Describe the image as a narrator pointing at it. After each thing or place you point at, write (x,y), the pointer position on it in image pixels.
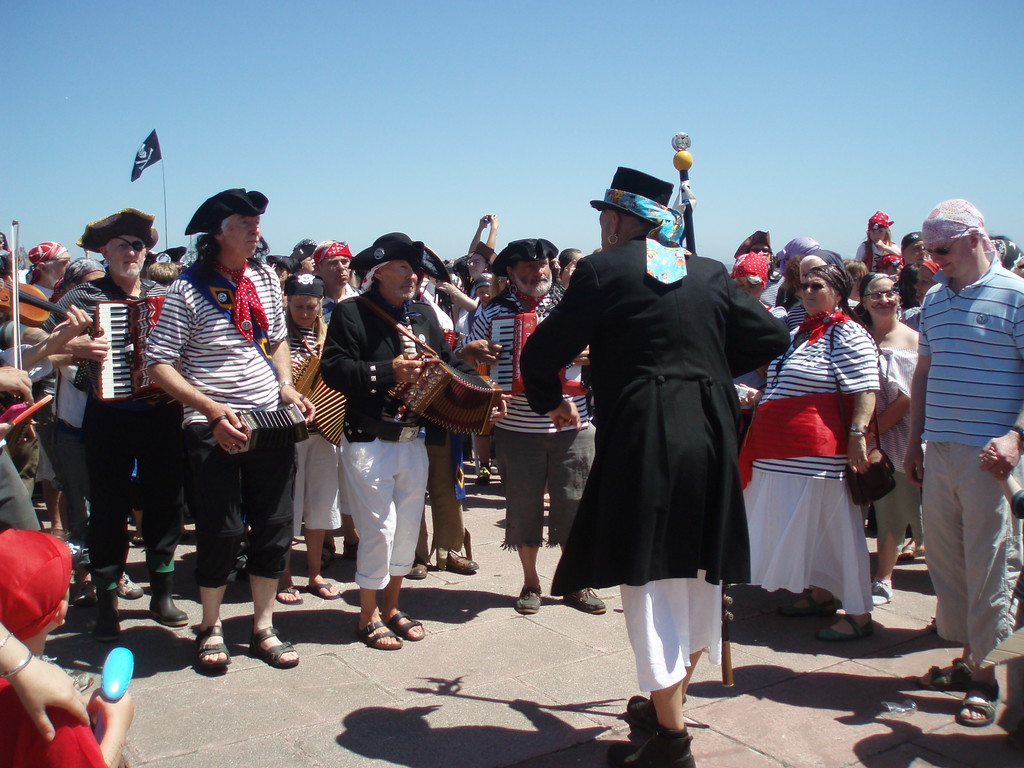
An outdoor picture. A group of people (591,295) are standing. In-front the man (655,344) in black jacket (667,376) and wore cap (669,203) is holding a stick (686,173). Sky (676,70) is in blue color. This 3 persons (354,315) are playing a musical instrument (294,420). This is a flag (159,141). This woman (783,416) wore bag (874,465).
